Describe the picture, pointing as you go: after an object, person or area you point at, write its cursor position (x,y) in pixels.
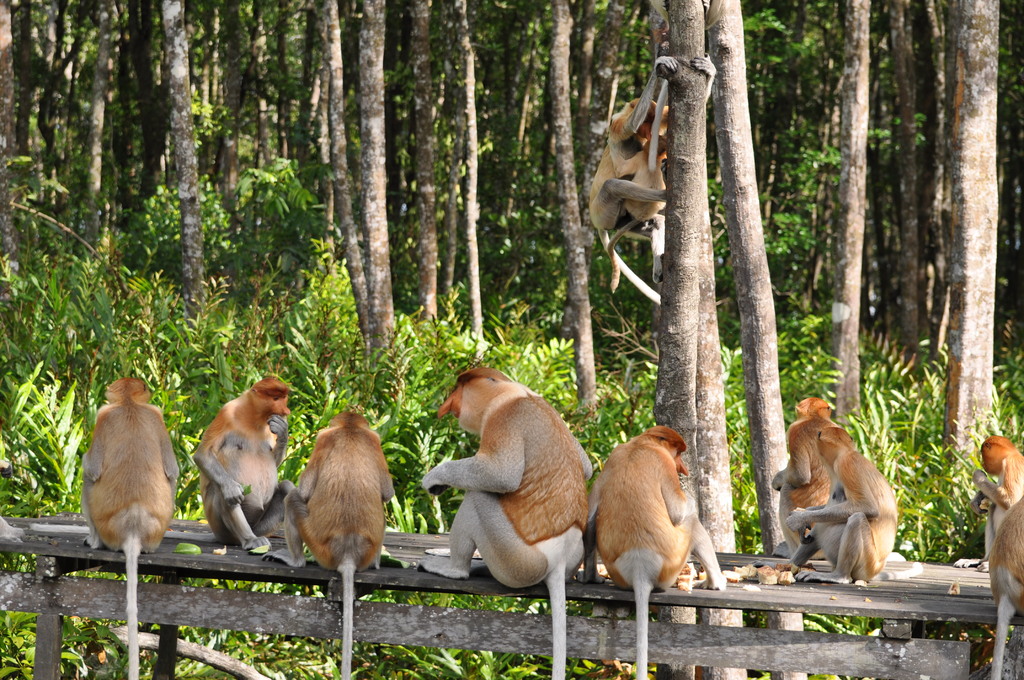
In this image I can see monkeys (485,469) sitting on a wooden object (303,613). Also there is another monkey (659,135) climbing the tree (701,247). There are trees (502,110) and plants (271,331).
